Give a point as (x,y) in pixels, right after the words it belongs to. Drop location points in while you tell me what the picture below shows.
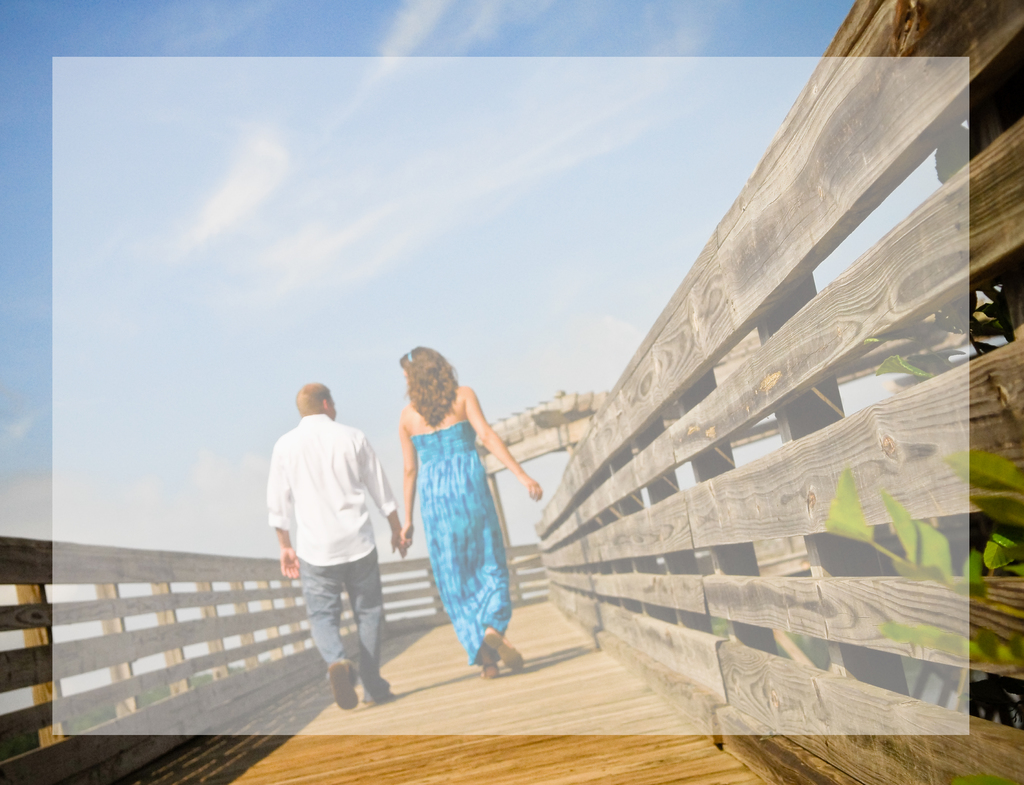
This image is clicked outside. There are two persons (446,538). One is a woman (469,570), another one is a man (314,551). There are holding each others hand (398,535). There is sky (367,144) at the top (386,189). This looks like a small bridge (286,673) built with wood (378,721).
